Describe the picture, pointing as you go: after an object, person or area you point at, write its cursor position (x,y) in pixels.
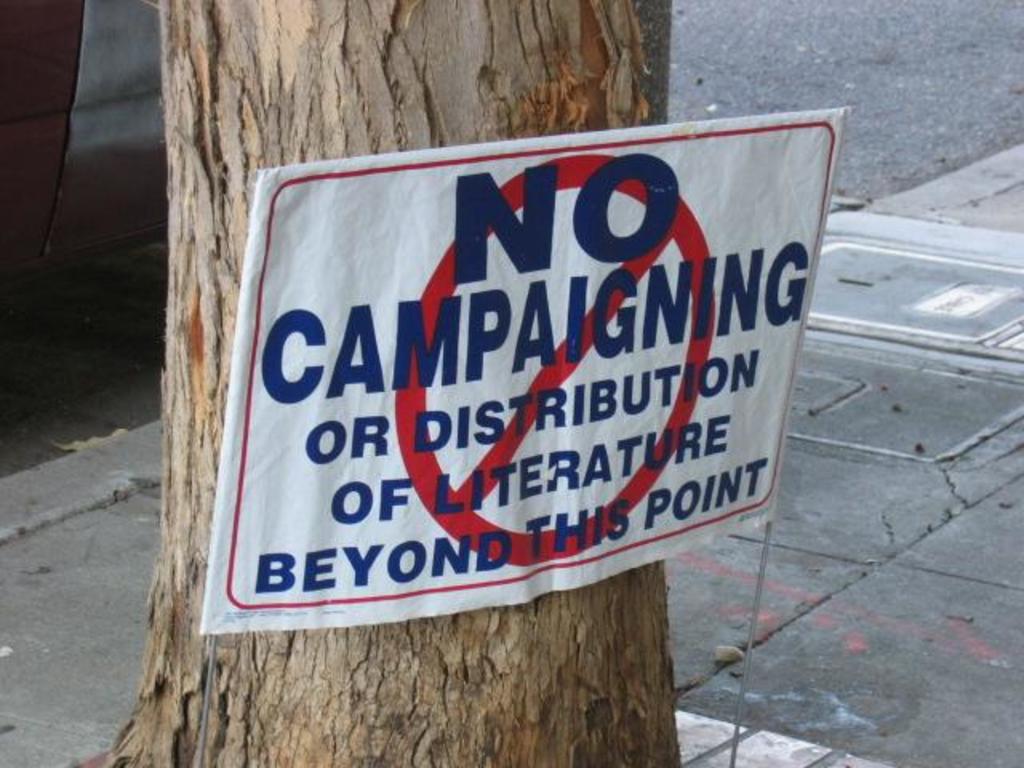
In the picture I can see the trunk (493,58) of a tree (213,90) and there is a caution board (437,329) in front of the trunk (525,106) of a tree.
